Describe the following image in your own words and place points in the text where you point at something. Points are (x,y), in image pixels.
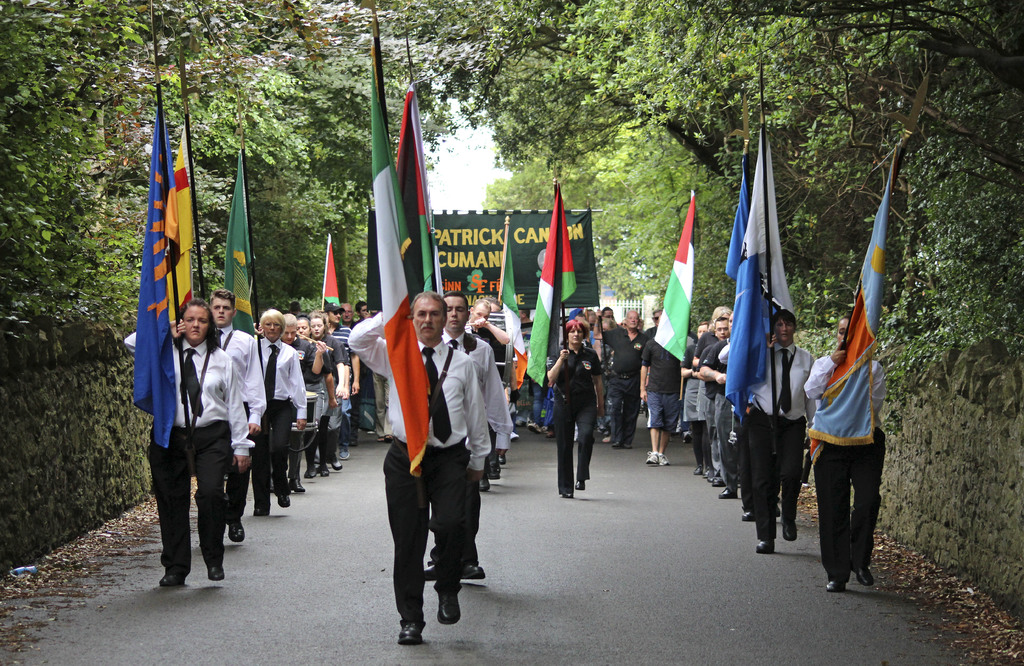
In the center of the image (374,368) we can see people (512,426) walking and holding flags (673,347) in their hands (479,328). In the background (587,281) there is a board (477,286) and we can see trees (630,80). At the bottom (387,642) there is a road (307,595) and we can see a wall (944,475).
